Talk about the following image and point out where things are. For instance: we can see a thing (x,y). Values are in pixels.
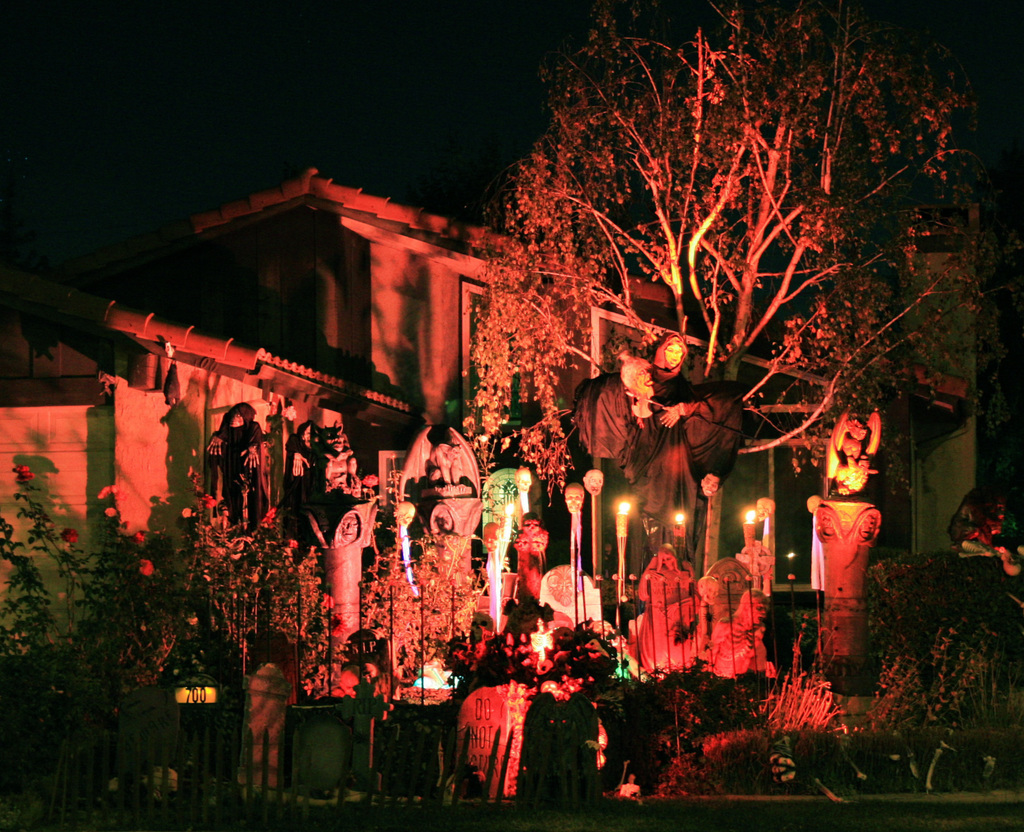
This picture is clicked outside. In the foreground (62,705) we can see the plants (223,670), flowers (104,492), lights (626,504), sculptures (349,548) of some objects (845,435) and the sculpture (675,394) of a person (677,472) holding some object (642,395) and standing and we can see the group of skulls (715,592) and the skeletons (282,502). In the background (188,481) we can see the wall (188,481), tree (674,261) and a building (234,325).
